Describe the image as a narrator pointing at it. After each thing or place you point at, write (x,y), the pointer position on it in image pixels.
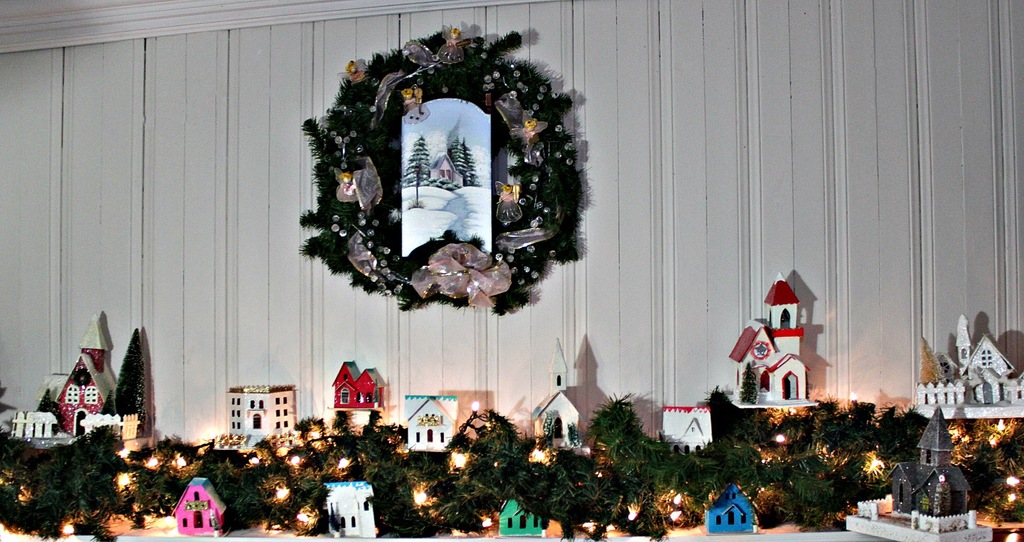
In this image we can see a wreath (399,165) on the wall (644,272), here are the lights (677,512), here is the house (212,508).
